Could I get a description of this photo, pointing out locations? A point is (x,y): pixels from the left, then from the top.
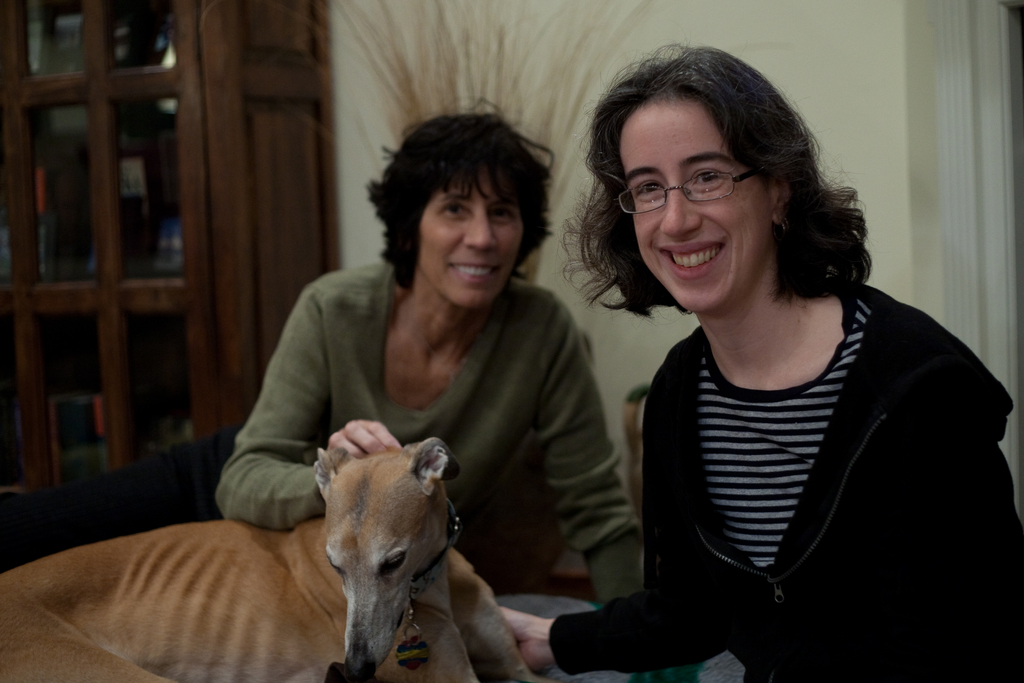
As we can see in a picture that there are two women (551,353) the right side women (792,458) is wearing a black color jacket (838,542) and spectacles (663,199), the left side women (360,351) is wearing a light green color clothes (292,383). There is a dog (319,590).
